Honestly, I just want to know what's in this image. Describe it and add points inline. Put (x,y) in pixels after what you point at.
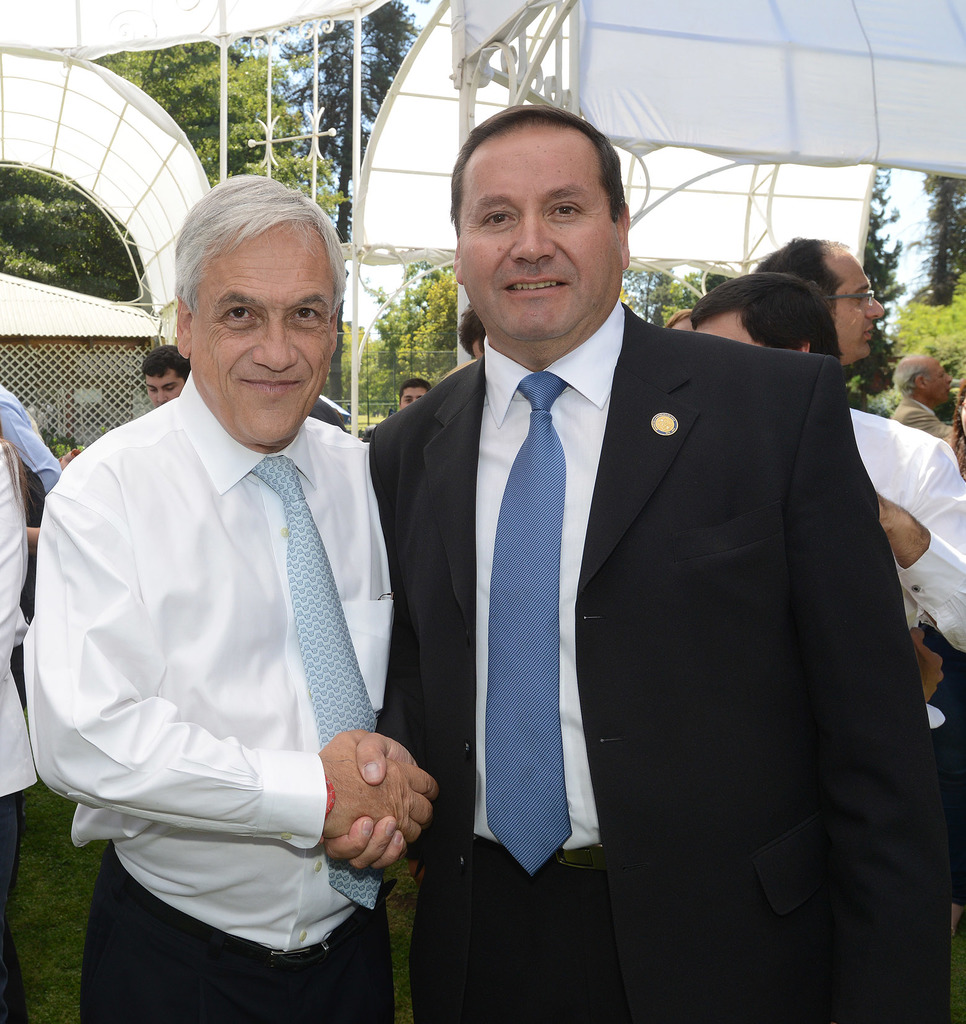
In this image, we can see people (663,365) standing and are wearing ties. In the background (668,150), there are tents (315,101), trees (211,93) and we can see a shed (72,319) and mesh (55,388). At the bottom (55,893), there is ground (31,903) and at the top (417,20), there is sky (425,20).
